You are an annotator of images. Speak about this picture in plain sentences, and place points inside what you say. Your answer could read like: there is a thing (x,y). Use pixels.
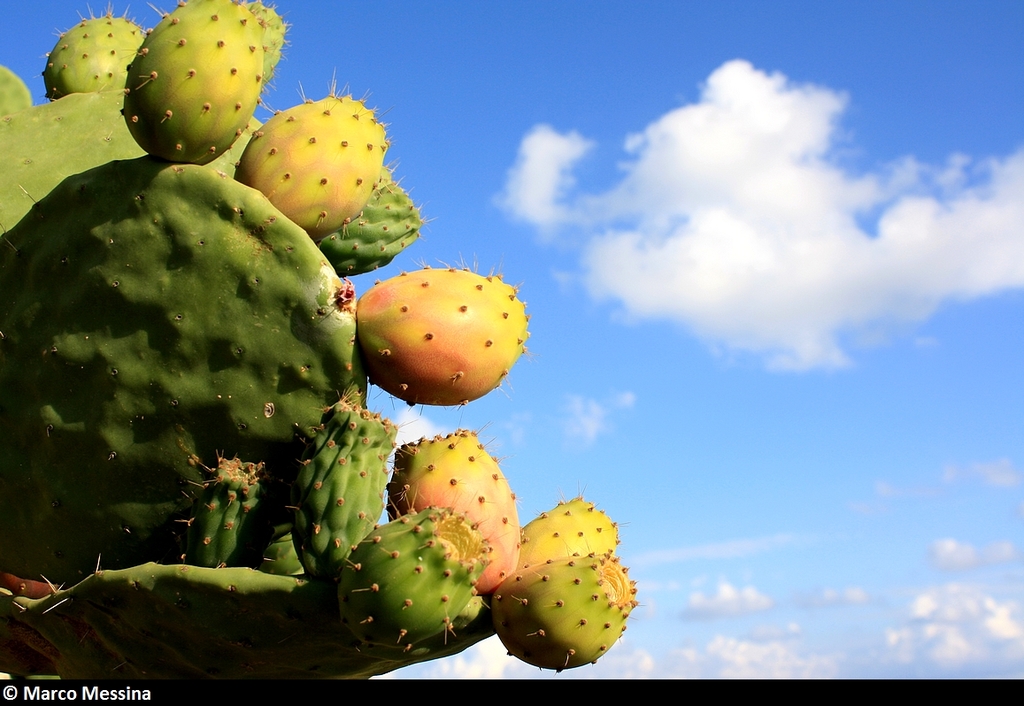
On the left side of the picture (117,443), we see a cactus plant (175,372). This plant (270,339) is in green, yellow and orange color. In the background (626,437), we see the clouds (625,224) and the sky (510,150), which is blue in color. This might be an edited image.
